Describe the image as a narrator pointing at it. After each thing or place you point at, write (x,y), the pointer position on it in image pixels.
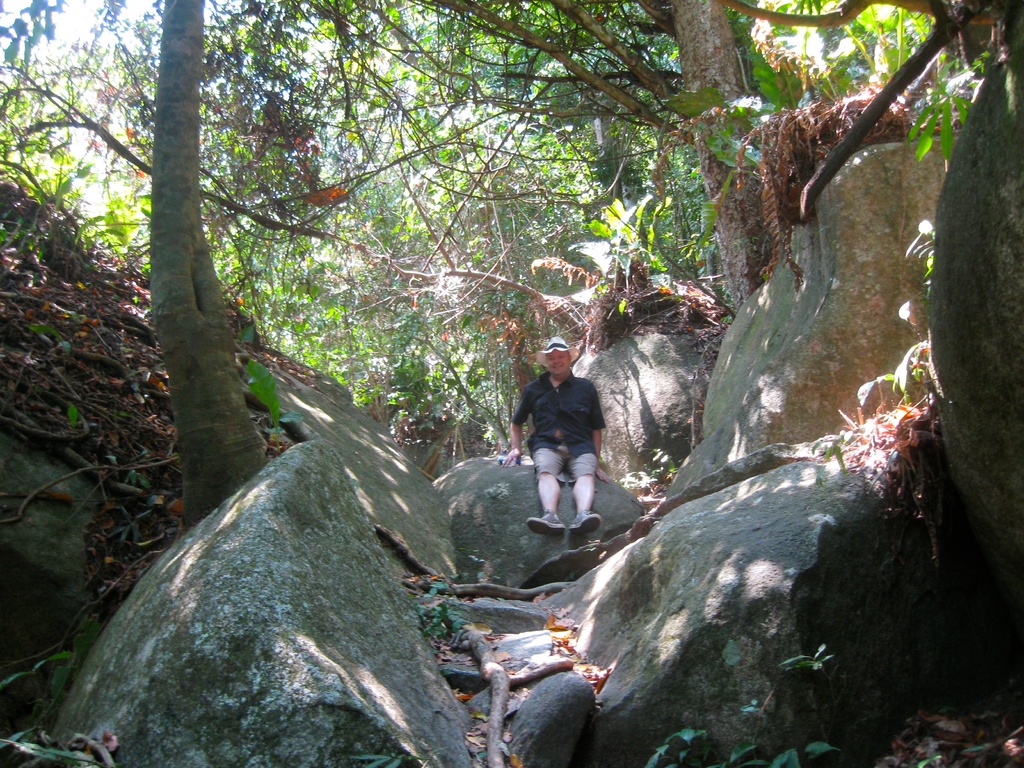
This picture might be taken from outside of the city and it is sunny. In this image, in the middle (584,454), we can see a man (588,442) wearing a white color hat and black color shirt (572,382) is sitting on the stone (565,500). On the right side (894,264), we can see some stones (936,161) and trees (944,91). On the left side (168,381), we can also see some stones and trees (242,196). In the background (449,257), we can also see some trees (480,84), at the bottom (587,599) there are some stones (616,630) and plants (789,757).
